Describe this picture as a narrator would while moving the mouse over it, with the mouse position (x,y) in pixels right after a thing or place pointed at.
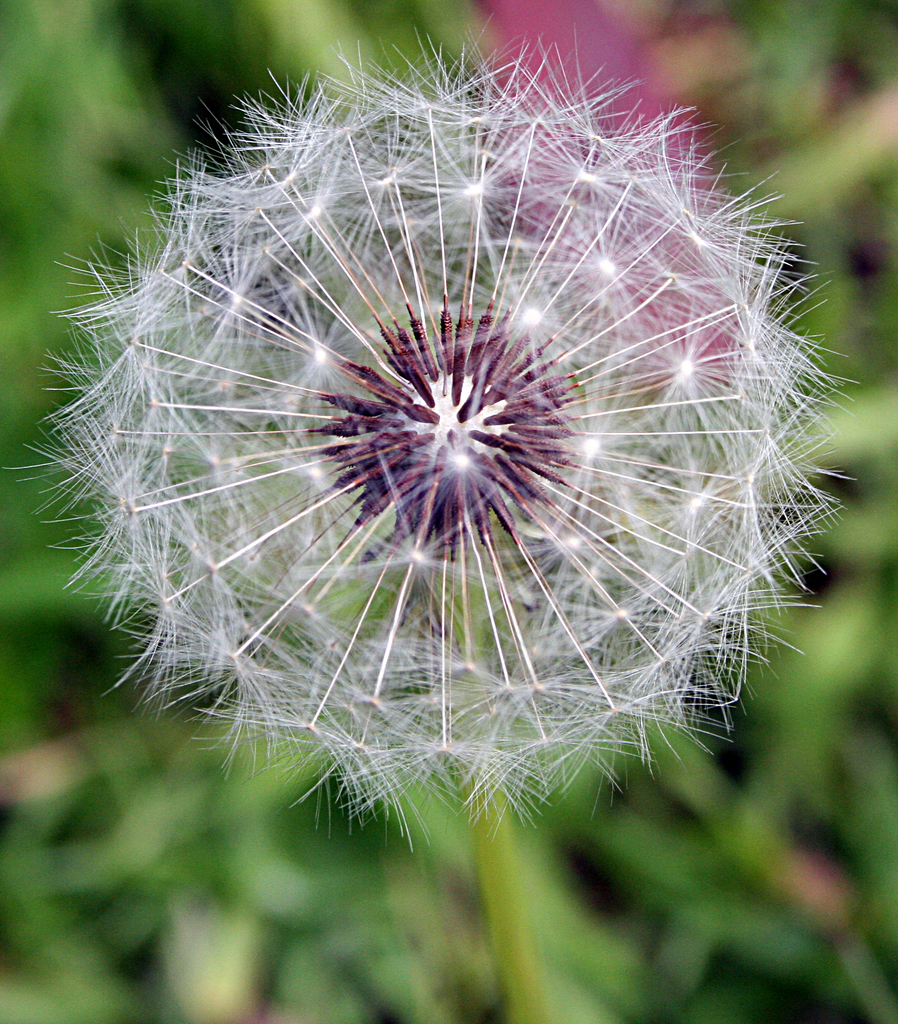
In this image we can see a flower (488,666).
